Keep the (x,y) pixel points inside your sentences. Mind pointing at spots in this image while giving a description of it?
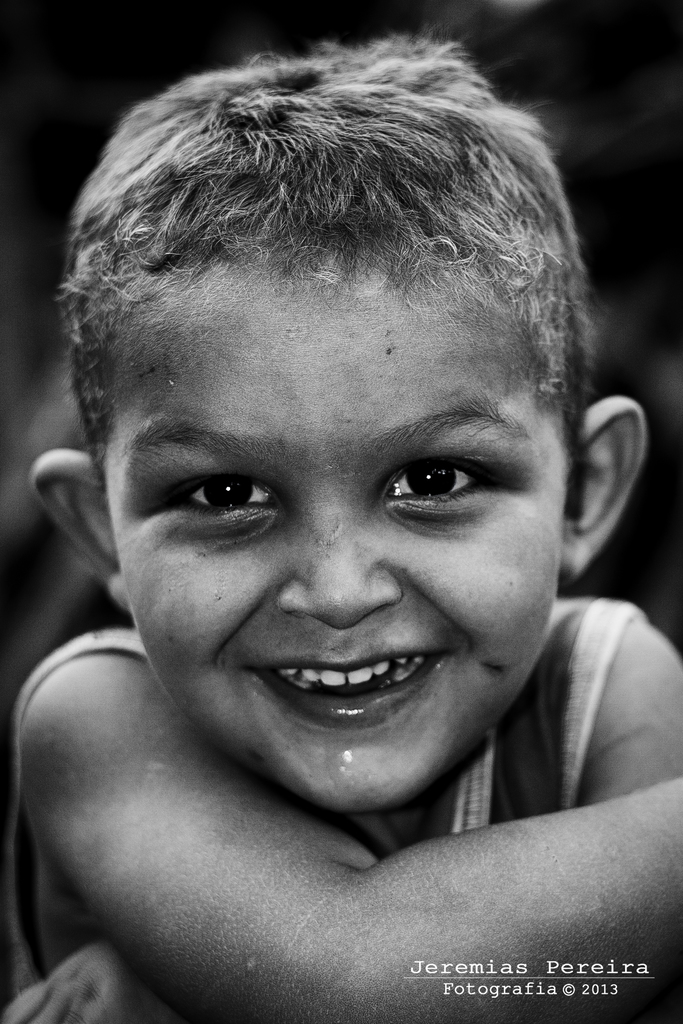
It is a black and white image. In this image there is a boy (371,314) having a smile on his face (280,698). There are some text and numbers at the bottom of the image (592,978).
